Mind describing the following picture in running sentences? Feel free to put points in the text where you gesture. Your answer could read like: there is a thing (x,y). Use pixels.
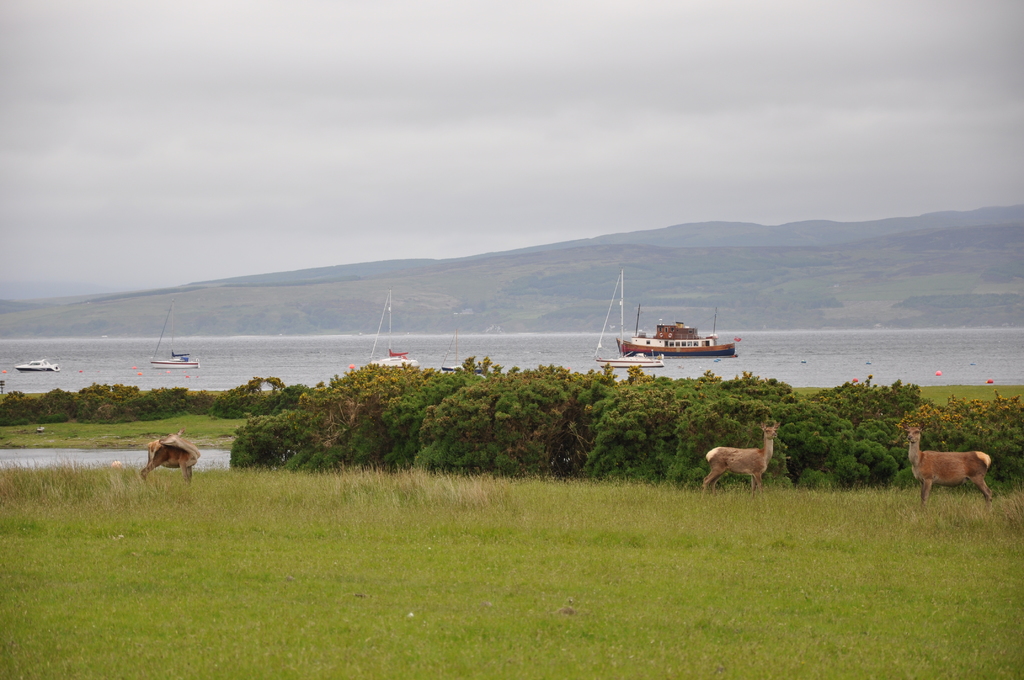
The picture is taken in a field (915,635). In the foreground (599,576) there are plants (498,427), shrubs (306,465), grass (75,433) and deer (956,463). In the center of the picture (366,361) there are boats (402,353), hills (876,287) and water body (382,343). Sky (295,146) is cloudy.
